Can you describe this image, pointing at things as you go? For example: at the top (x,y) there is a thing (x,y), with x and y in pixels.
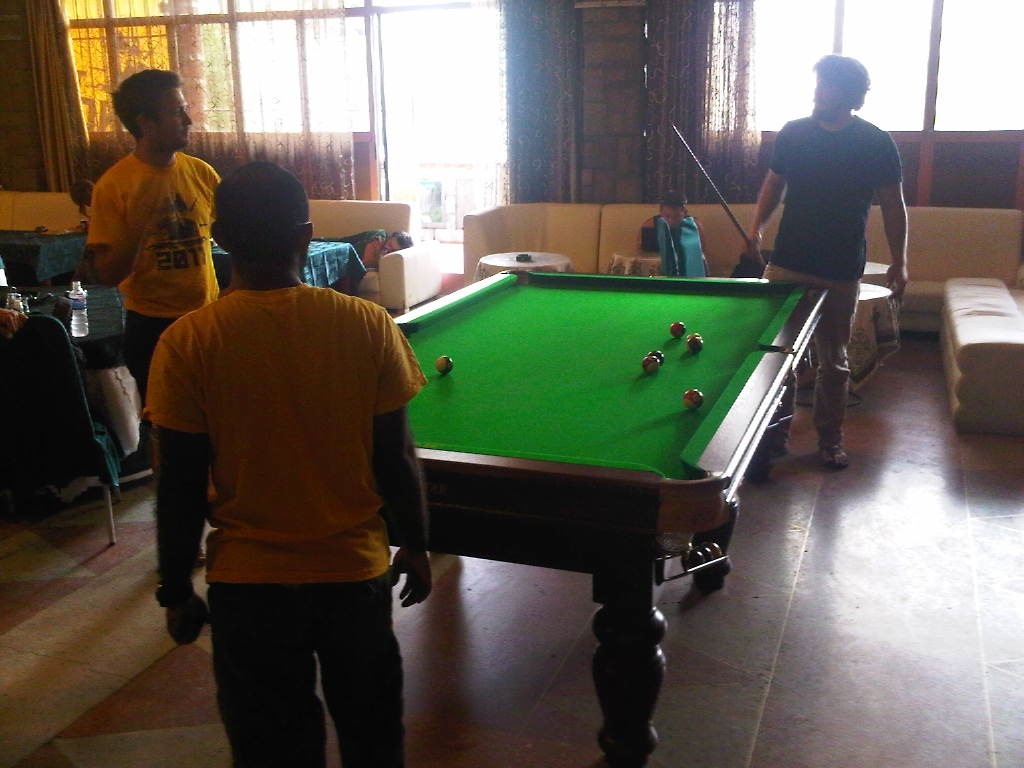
In this picture three of the people (240,290) are playing snooker and the guys (395,234) in the background (653,222) are sitting in the sofa (501,219).
